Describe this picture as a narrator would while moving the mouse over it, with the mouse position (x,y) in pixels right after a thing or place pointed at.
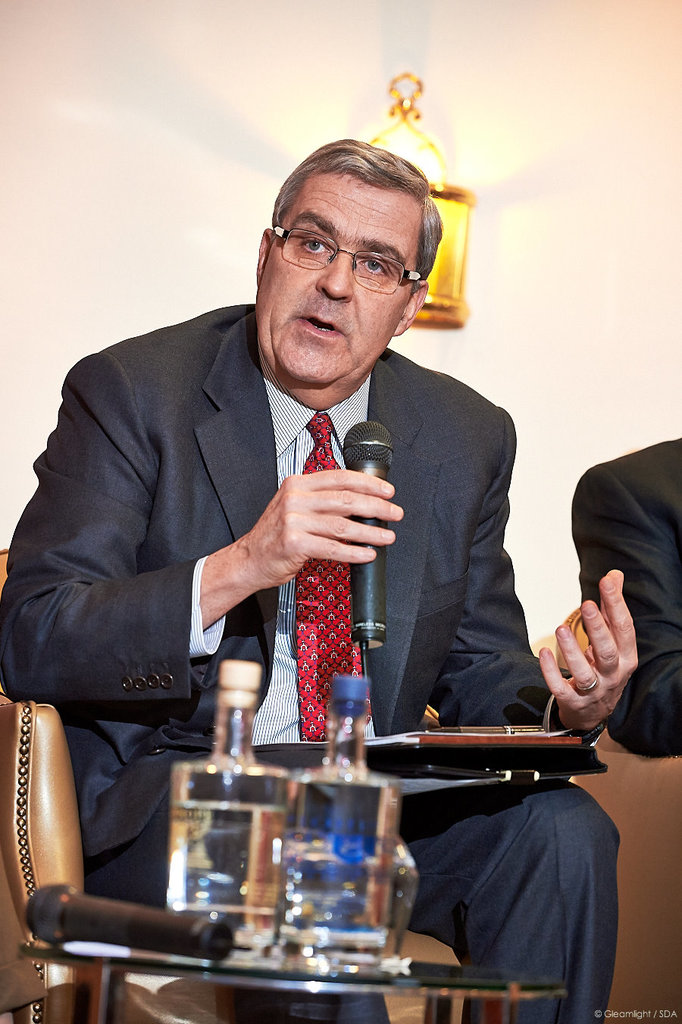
In this picture a man (287,376) is seated on the chair (57,761) and he is talking with the help of microphone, in front of him we can see bottles (263,767), microphone (47,914) on the table (420,977), in the background (439,287) we can see a light (414,81).
